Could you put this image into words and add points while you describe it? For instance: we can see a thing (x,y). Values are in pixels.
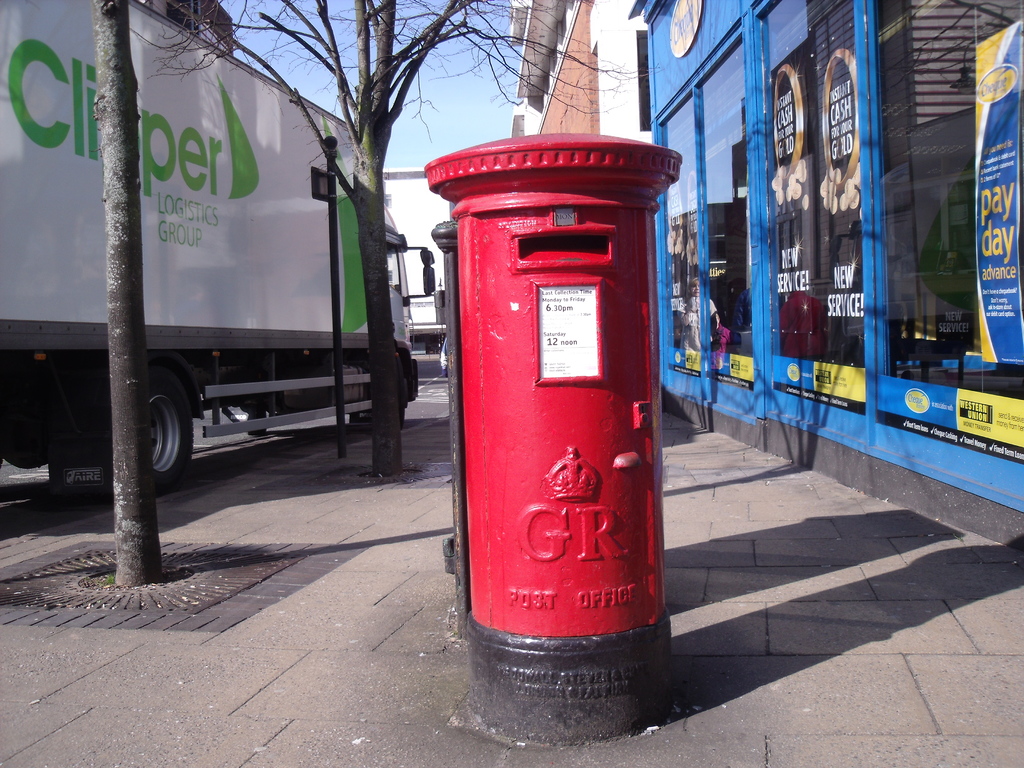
This is the outside view of the city (482,484), in this image in the center (492,313) there is one post box (541,373). And on the right side (779,177) there are some buildings (743,170), glass windows (802,255) and on the windows (941,271) there are some posters (838,202). On the left side (142,312) there is one vehicle (230,258) and some trees (365,269) and poles (335,307), in the background (413,222) there are some buildings (415,271). At the top of the image (398,129) there is sky (457,129), and at the bottom (280,539) there is a footpath (786,532).
